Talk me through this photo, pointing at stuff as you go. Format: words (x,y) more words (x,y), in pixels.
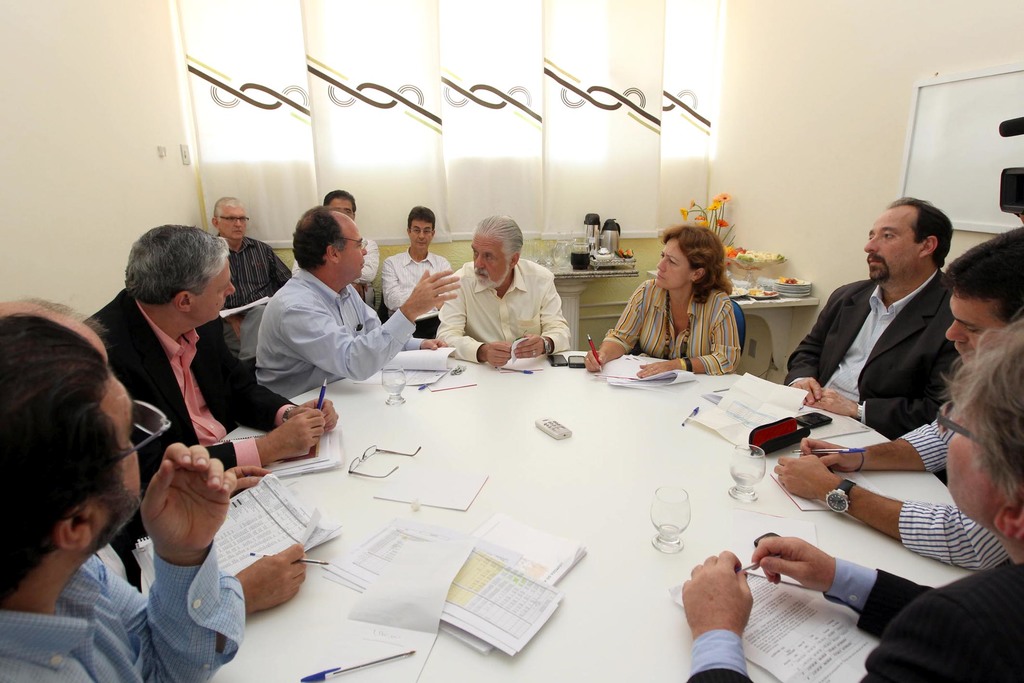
In this image I see number of people (907,454) who are sitting on chairs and there is a table (702,384) over here on which there are lot of papers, glasses (391,398), pens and a spectacle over here. In the background (54,41) I see the wall (846,250), a board (970,126), curtain (520,201) and few things (550,260) on the tables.
